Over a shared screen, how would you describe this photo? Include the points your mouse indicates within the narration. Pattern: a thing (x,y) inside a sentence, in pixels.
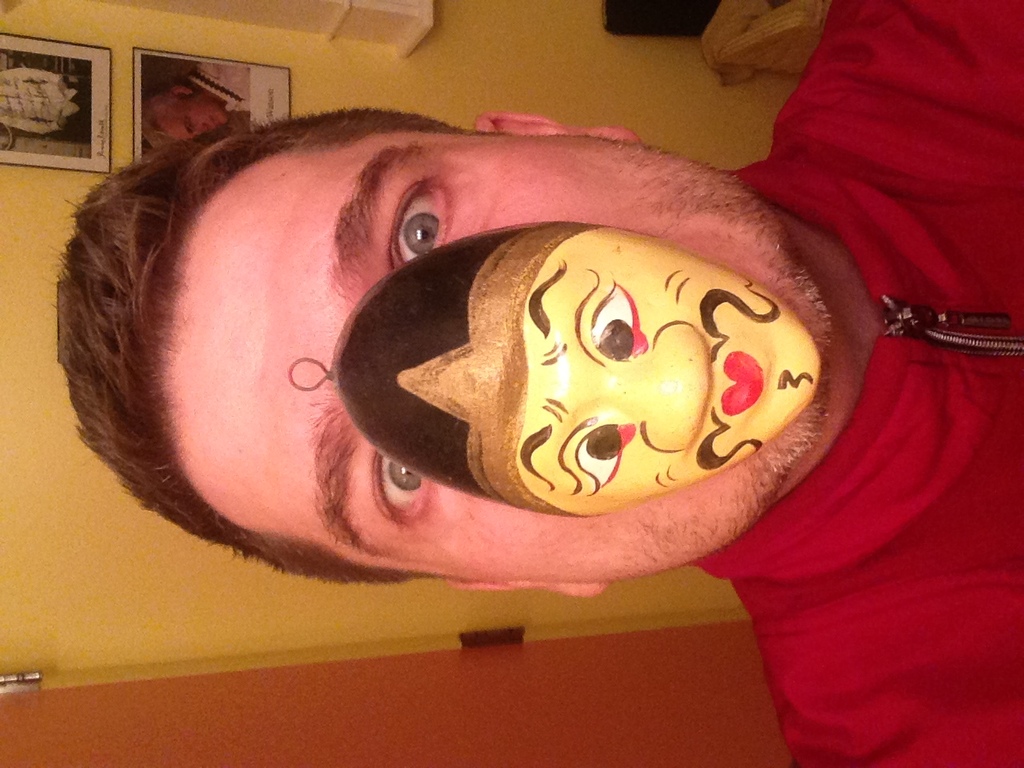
In this image I can see a person (878,386) is wearing red color dress (918,431) and mask (636,372) on his face (552,224). Back I can see few frames (140,76) attached to the cream wall (120,555). I can see a door (446,717).
